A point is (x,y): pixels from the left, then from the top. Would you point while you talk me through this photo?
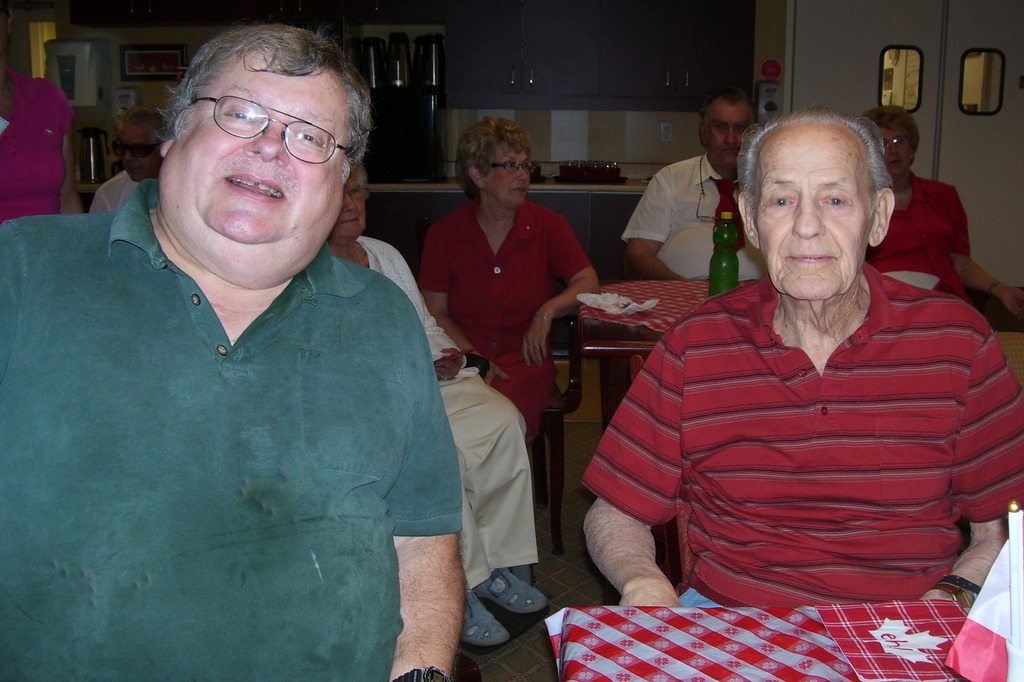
In the front (272,485) there are two men (725,507) sitting. Into the left there men (156,516) with green color t-shirt (221,505). To the right side (937,394) there is man (944,444) with red color t-shirt (903,418). In front of him there is a object (736,613) with red color and white color. Behind them are some people (653,201) sitting. And in front of them there is a table (662,312). On the table (646,319) we can see a green bottle (722,247). On the top right corner (905,51) there is a door (914,71). In the background (627,60) there are cupboards (606,66), jugs (395,63).
